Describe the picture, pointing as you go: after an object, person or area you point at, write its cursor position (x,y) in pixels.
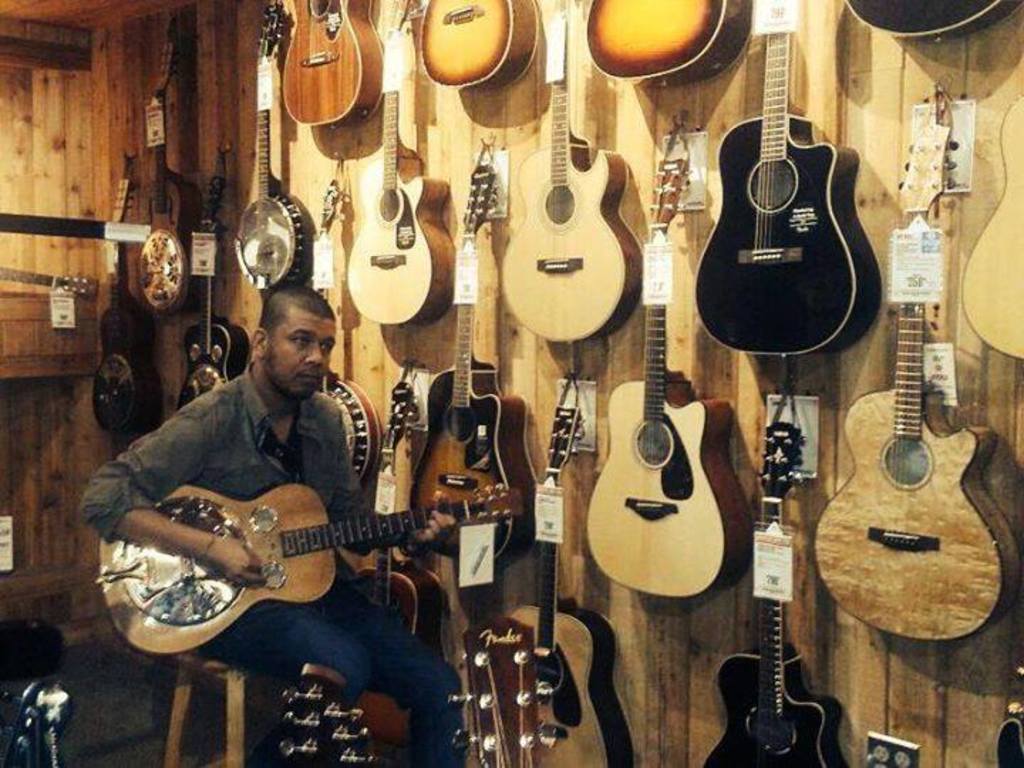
In this image in the middle (343,505) there is one person (313,371) who is sitting on a chair (233,684) and he is playing a guitar (228,515) and on the background (115,352) there are a group of guitars (524,183) on the wooden wall (65,246).
